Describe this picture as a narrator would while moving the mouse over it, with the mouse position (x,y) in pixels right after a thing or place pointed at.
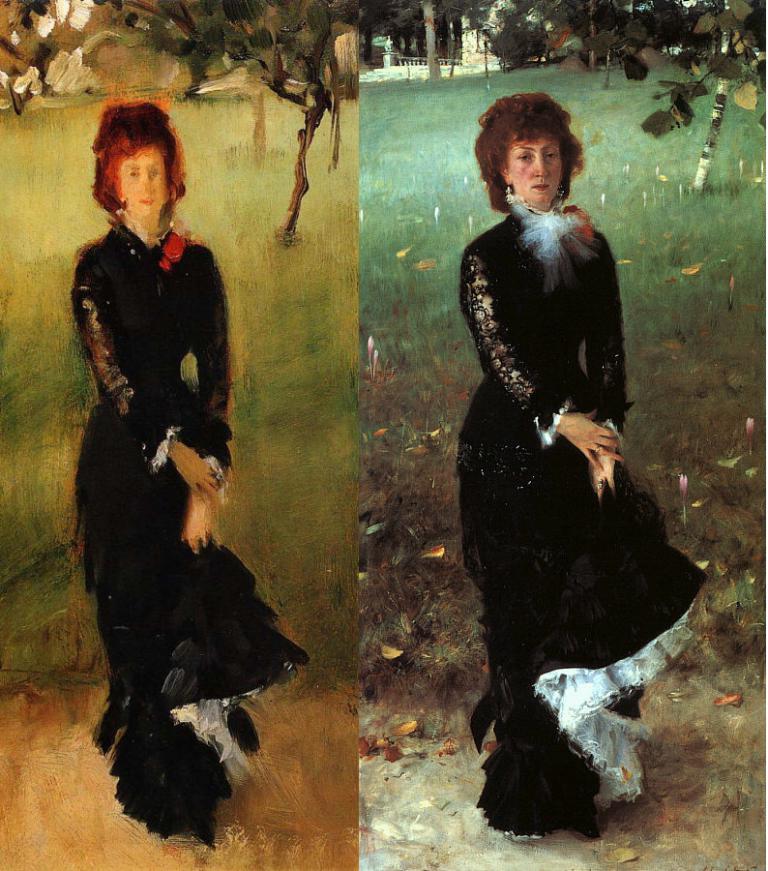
In the foreground of this collage image, there are paintings (252,580) of a woman (480,547) and in the background (401,159), there is grass land (395,143) and the trees (426,21).
